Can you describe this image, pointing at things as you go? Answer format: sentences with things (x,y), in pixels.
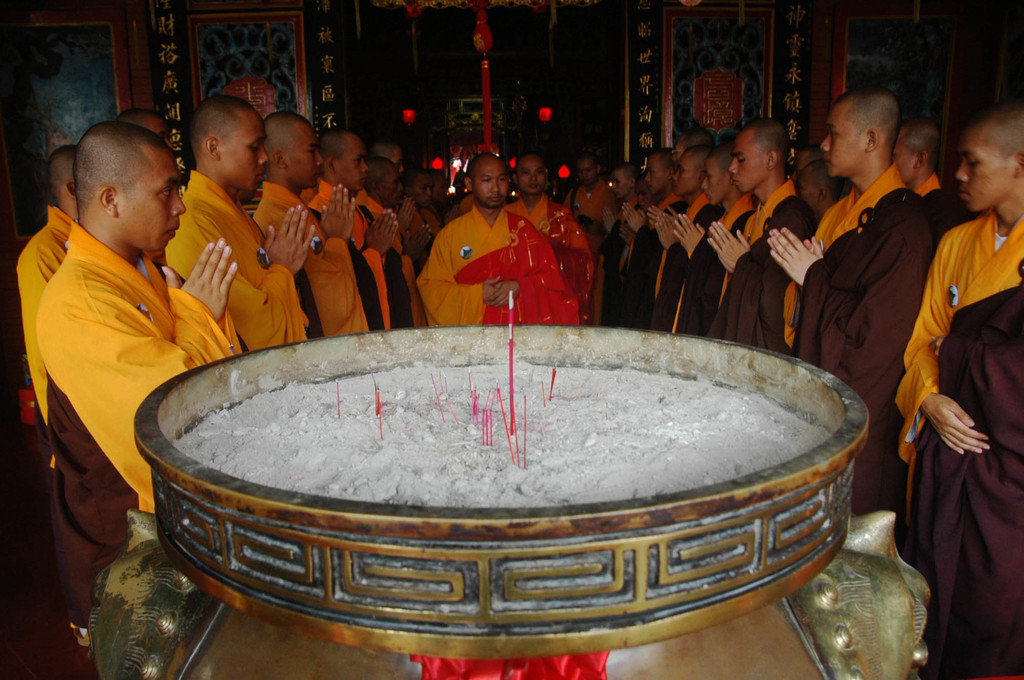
In this image I can see a group of people (698,274) standing and wearing different color dresses (573,279). In front (739,495) I can see a metal object (736,538) and something is inside. Back I can see the colorful background (784,64).
